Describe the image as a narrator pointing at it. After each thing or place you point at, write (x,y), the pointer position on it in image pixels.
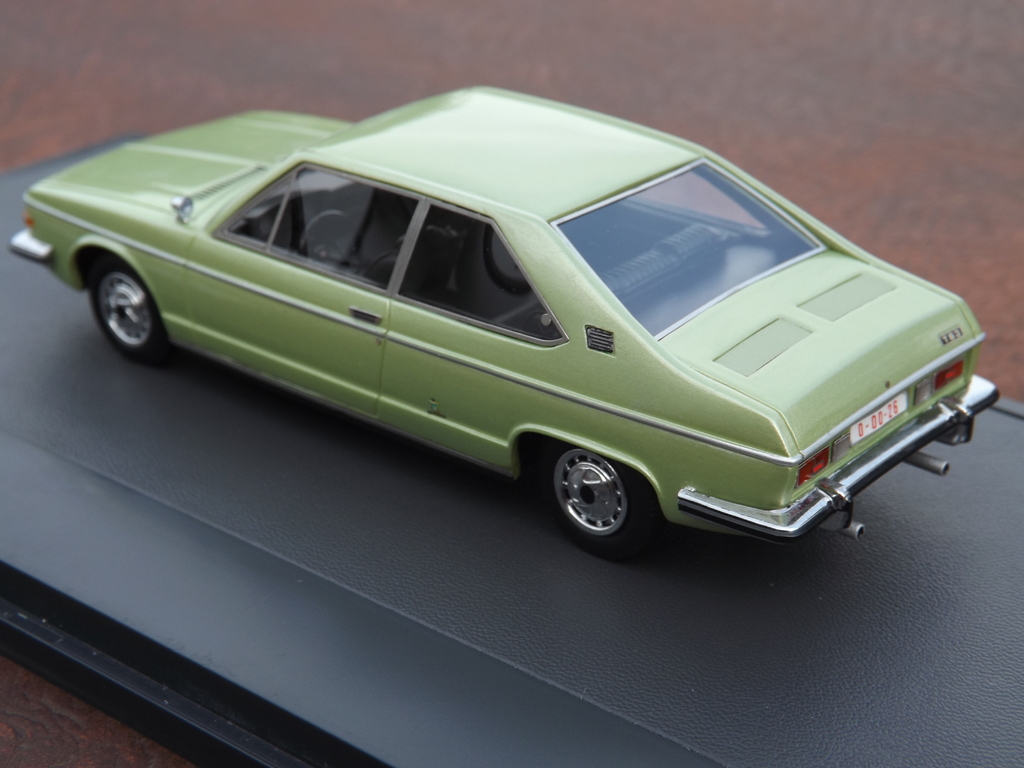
On this black surface (415,546) we can see a vehicle (596,353) with wheels (581,483) and number plate (858,438).
